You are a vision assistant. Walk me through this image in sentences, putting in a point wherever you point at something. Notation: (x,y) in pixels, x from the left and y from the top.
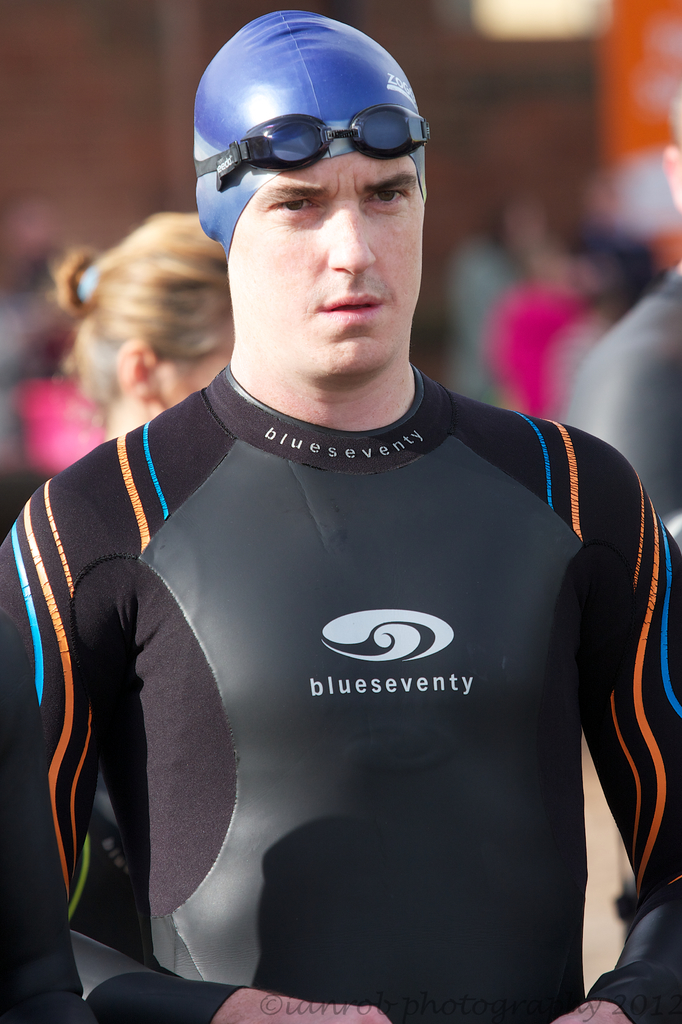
In the image a man (354,212) is standing. Behind him few people (671,295) are standing. Background of the image (555,11) is blur.
